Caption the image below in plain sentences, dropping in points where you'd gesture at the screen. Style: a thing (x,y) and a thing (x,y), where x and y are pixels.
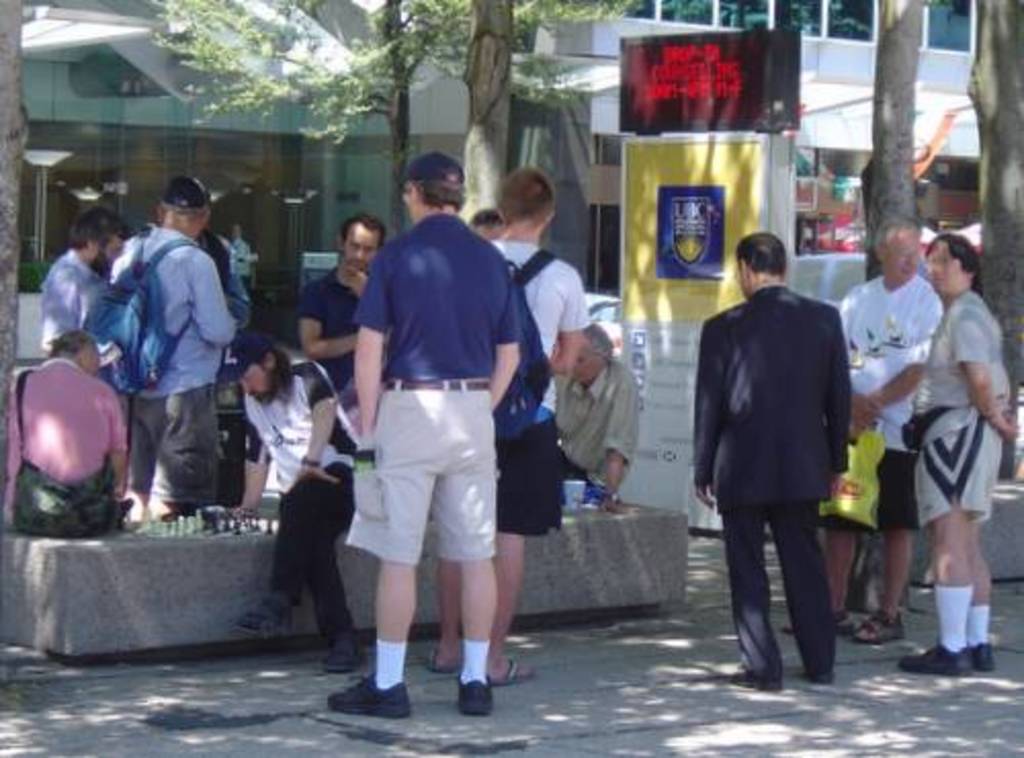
in this image I see number of people (462,244) in which most of them are standing and I see that these 3 of them are sitting and I see few things (212,527) over here and I see a board (710,303) on which something is written. In the background (801,31) I see the buildings (850,33) and the trees (882,35) and I see the path (839,739).
